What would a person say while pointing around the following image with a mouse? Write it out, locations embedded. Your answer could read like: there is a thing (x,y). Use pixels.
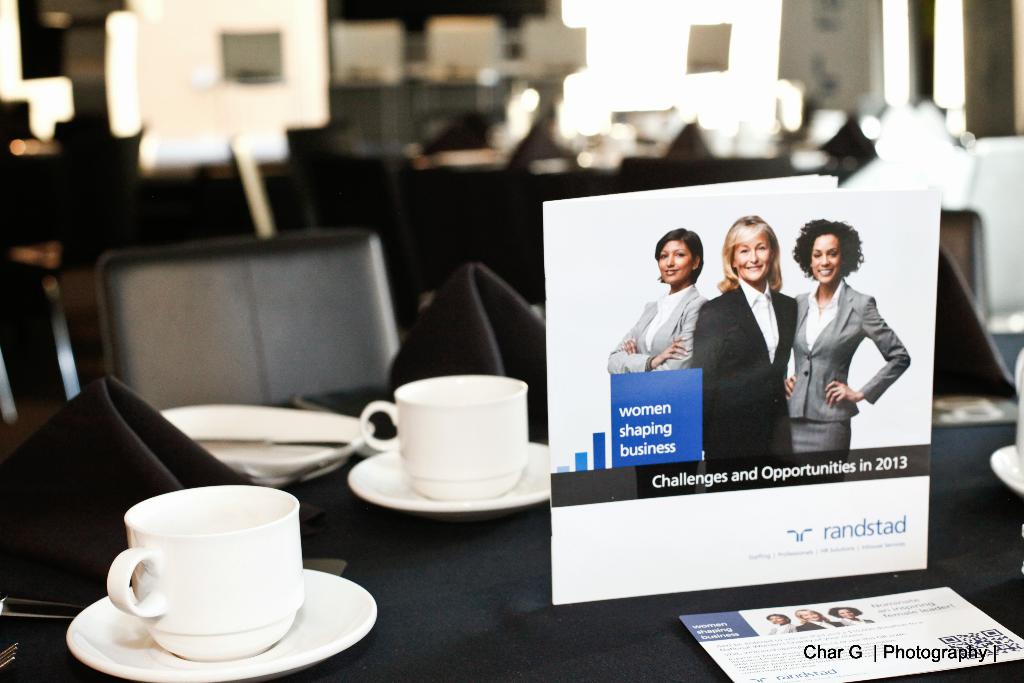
In this image there is one table (403,552) and on the table (395,588) there is one cloth (197,458) and cups (290,522) and saucers (363,461) are there on the table (357,531). On the right side of the table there is one paper (688,354) on the right side of the background of the image (645,54) there is one glass window (647,71) on the left side (203,49) there is one wall (176,96) and some chairs (285,340) are there.
